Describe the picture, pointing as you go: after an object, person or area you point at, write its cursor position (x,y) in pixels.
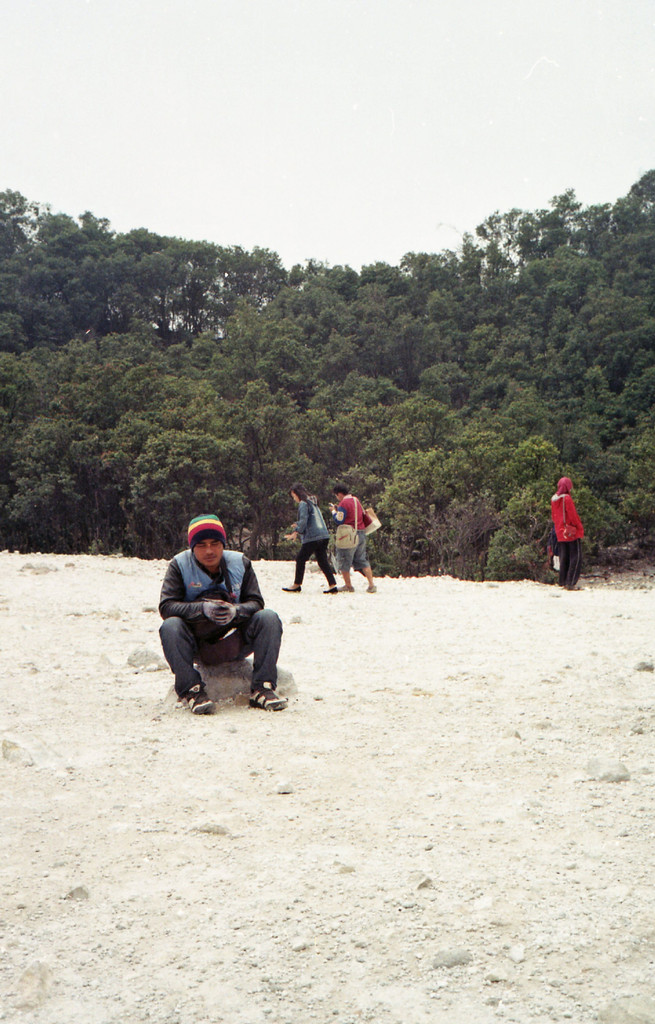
In this picture there are people (212,605) and we can see ground (347,729) and trees (417,284). In the background of the image (440,169) we can see the sky (392,218).
